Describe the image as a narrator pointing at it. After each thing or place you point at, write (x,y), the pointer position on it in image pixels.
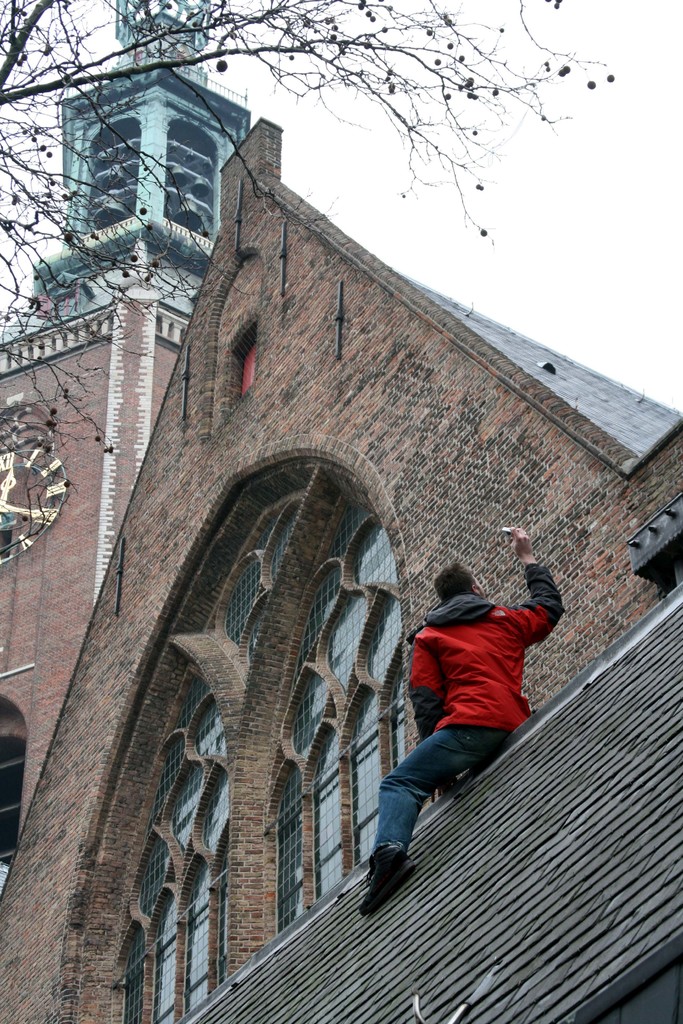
There is a person (499,681) sitting on the surface (637,631). We can see wall (41,932), window (267,642) and tree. In the background (97,386) we can see building (121,463) and sky (485,184) and we can see clock (61,477) on this building (79,477).
